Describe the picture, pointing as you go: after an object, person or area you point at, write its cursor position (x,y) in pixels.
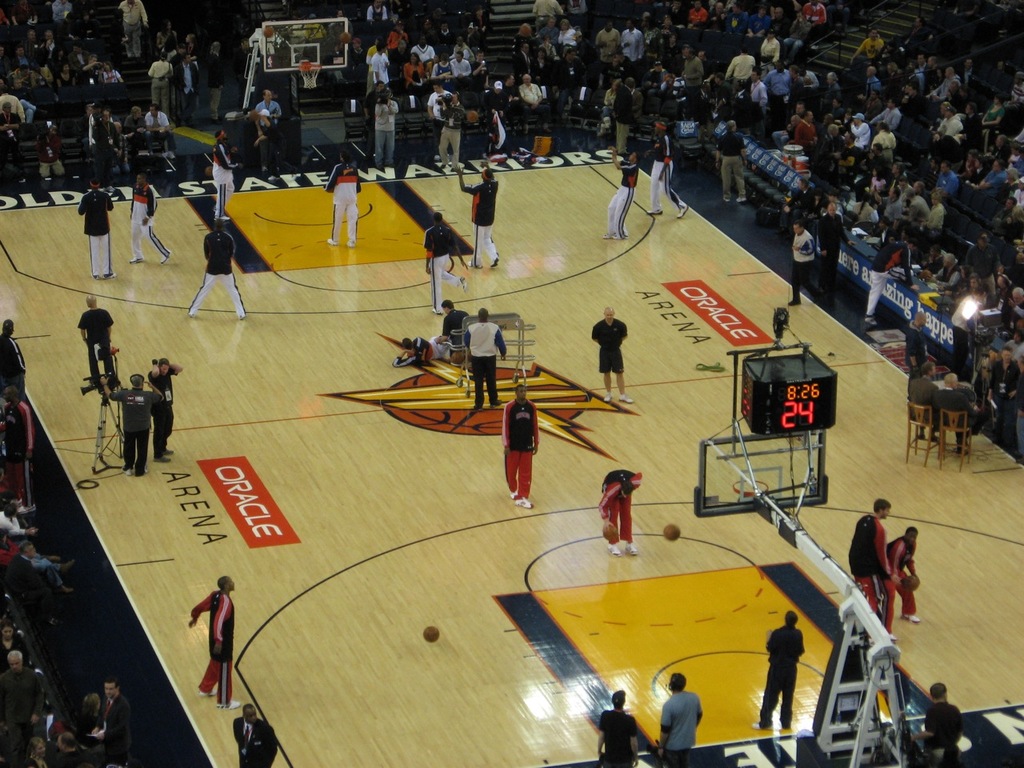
This picture is clicked inside the stadium (695,259). In the foreground (909,704) we can see a basket (764,483) attached to the metal stand (858,637) and we can see the group of people (611,325) standing on the ground (195,255) and seems to be playing basketball. On the right (972,166) we can see the group of people (950,141) and we can see the picture (400,411) and some text (706,308) on the ground (490,600). In the background (432,78) we can see the stairs (523,14), group of people (542,16), tables (853,270) and many other items (789,175).
